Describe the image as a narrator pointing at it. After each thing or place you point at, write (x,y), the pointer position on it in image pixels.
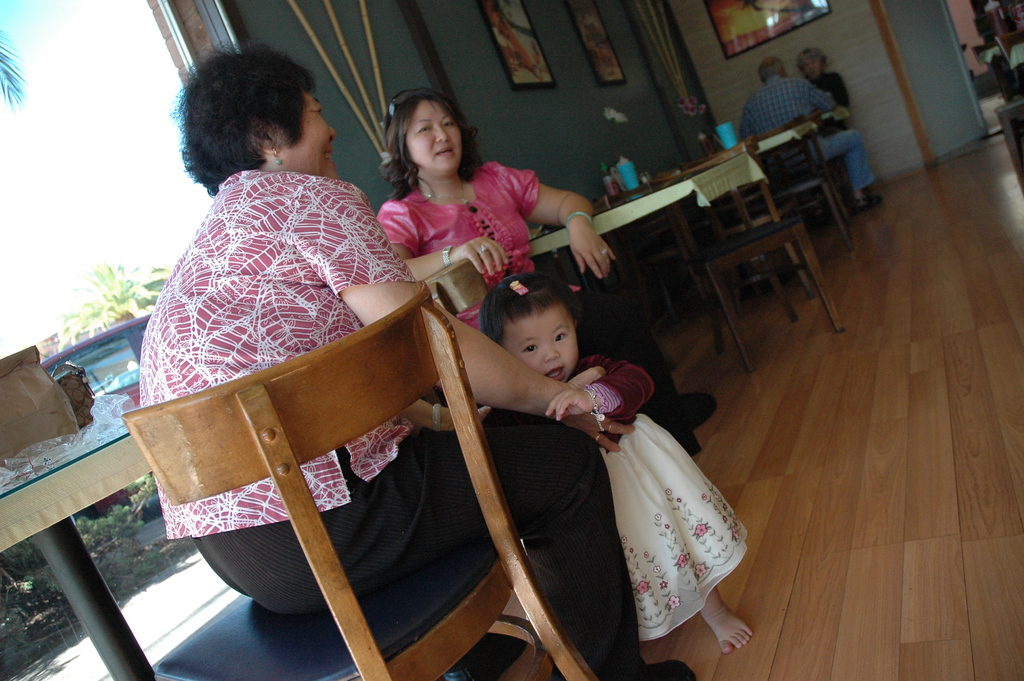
In the image we can see there are four people (258,254) wearing clothes (789,99), they are sitting on the chair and there is a child (640,428) standing. This is a wooden floor (868,432), table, window (98,226), frame (526,70), wall (632,68) and a door (916,64). On the table (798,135) there are many other things (62,453) and out of the windows (112,513) there are many other things (108,293) and a vehicle (109,354).
